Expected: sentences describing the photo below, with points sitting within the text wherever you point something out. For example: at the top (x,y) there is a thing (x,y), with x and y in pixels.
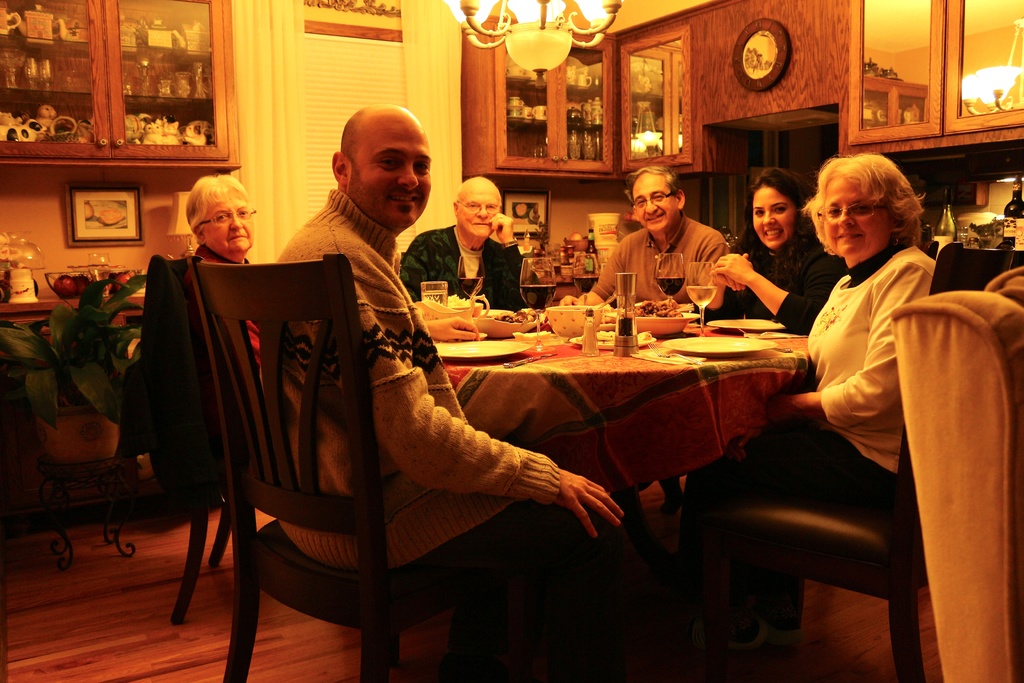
In this image there are few persons (326,488) sitting on the chair (1020,574) before at a table (774,374). On table (485,362) there are plates (472,353), glasses (467,297), bowls (657,326) which has food (653,307). At the left side (114,455) there is a pot (66,438) with a plant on stand (85,476). At the left top (175,126) there is a shelf (171,9) having toys (151,122) and glasses (44,84) in it. At the top of the image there is a chandelier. At the right side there are few bottles (1022,237).
